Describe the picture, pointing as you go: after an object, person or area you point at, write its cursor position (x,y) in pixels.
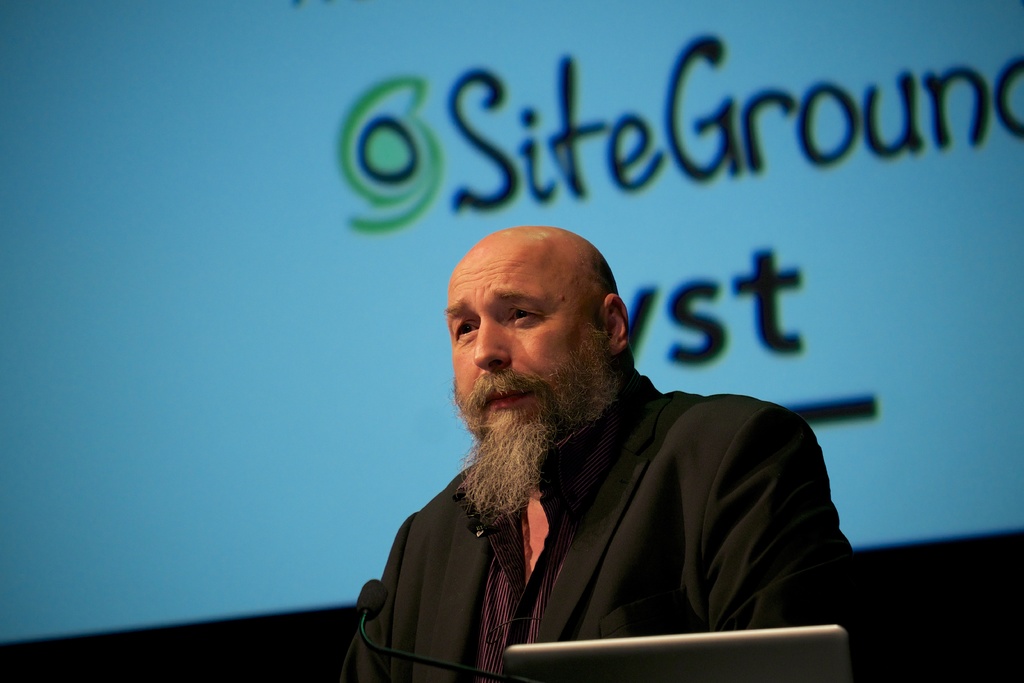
In this picture there is a man (569,536) with black suit (662,598) and there is a microphone (409,655) and there is a laptop (745,673). At the back (493,146) there is text (580,137) on the screen (696,327).
